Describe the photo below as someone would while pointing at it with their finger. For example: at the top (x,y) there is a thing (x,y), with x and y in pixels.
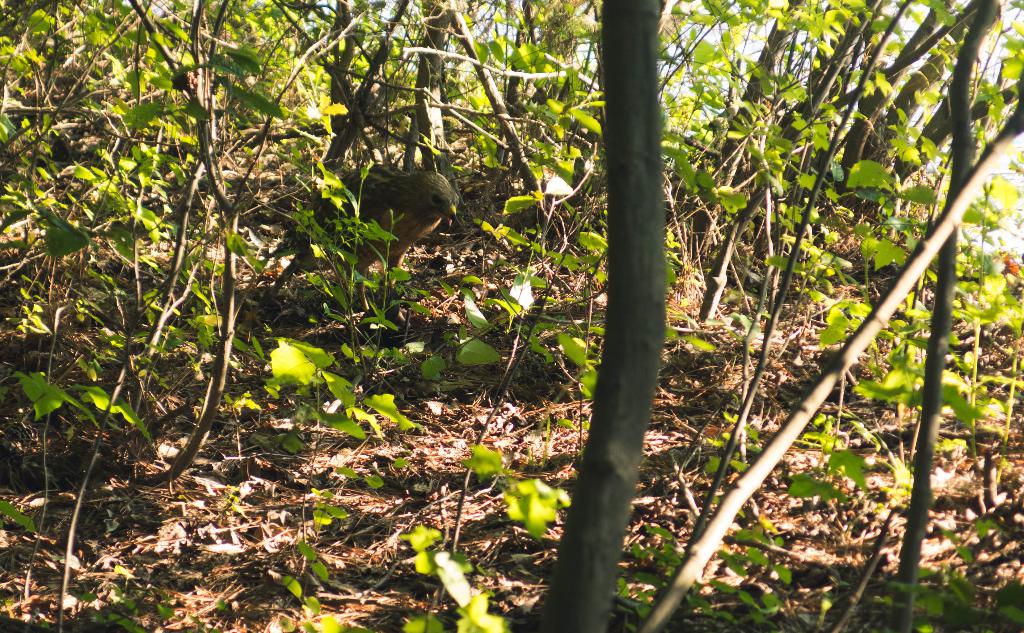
In this image we can see a bird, trees (952,21) and other objects (668,383). In the background of the image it looks like the sky (1002,75).
